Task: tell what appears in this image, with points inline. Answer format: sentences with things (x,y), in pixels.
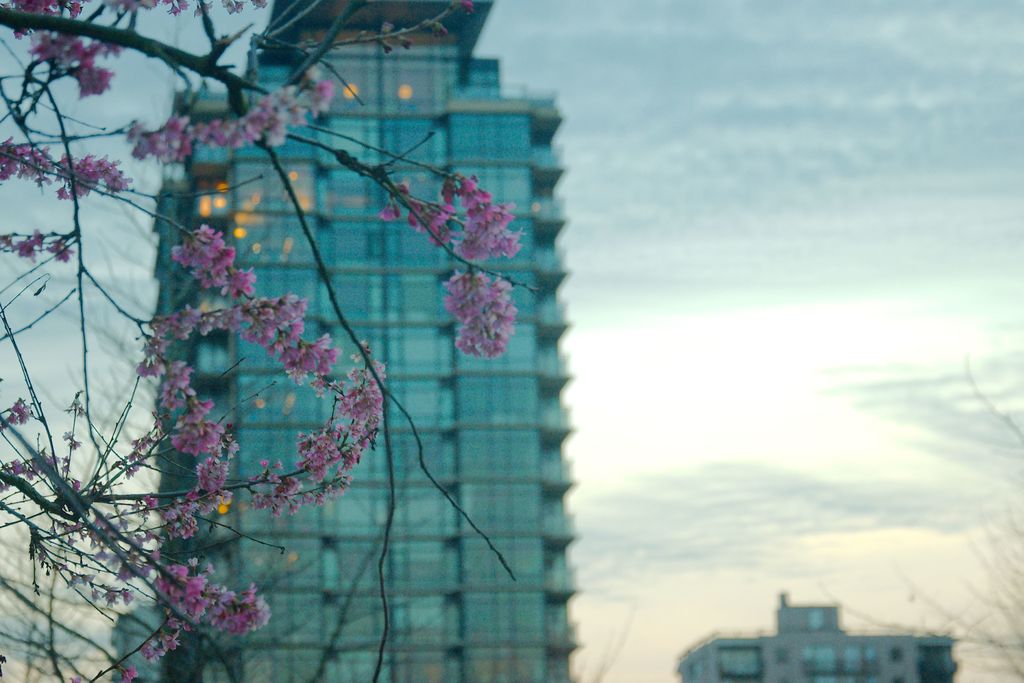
On the left side (227,136) we can see a plant (167,397) with flowers (171,383). In the background (619,643) we can see buildings (487,503), glass doors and clouds (897,236) in the sky (13,566).
